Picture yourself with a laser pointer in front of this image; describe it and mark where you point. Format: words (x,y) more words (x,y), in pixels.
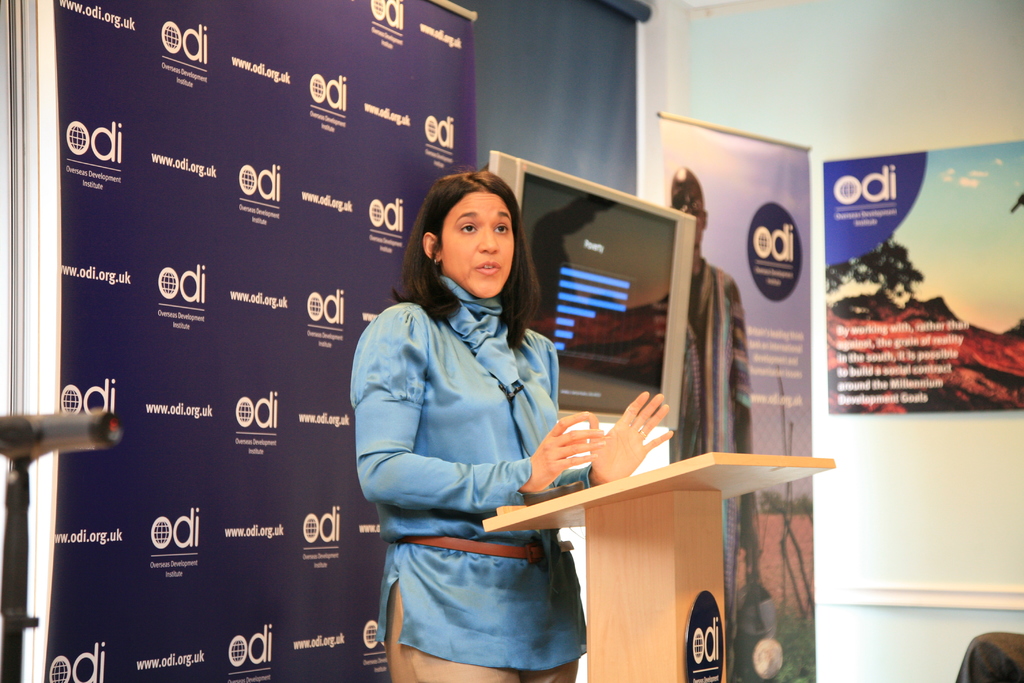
In this picture we can see a woman (504,477) is standing behind the podium (666,526). On the left side of the woman (406,499) there is a stand (14,658). Behind the woman (360,349) there is a board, television (619,249) and a banner (731,243). There is another board (848,304) on the wall (888,462).
